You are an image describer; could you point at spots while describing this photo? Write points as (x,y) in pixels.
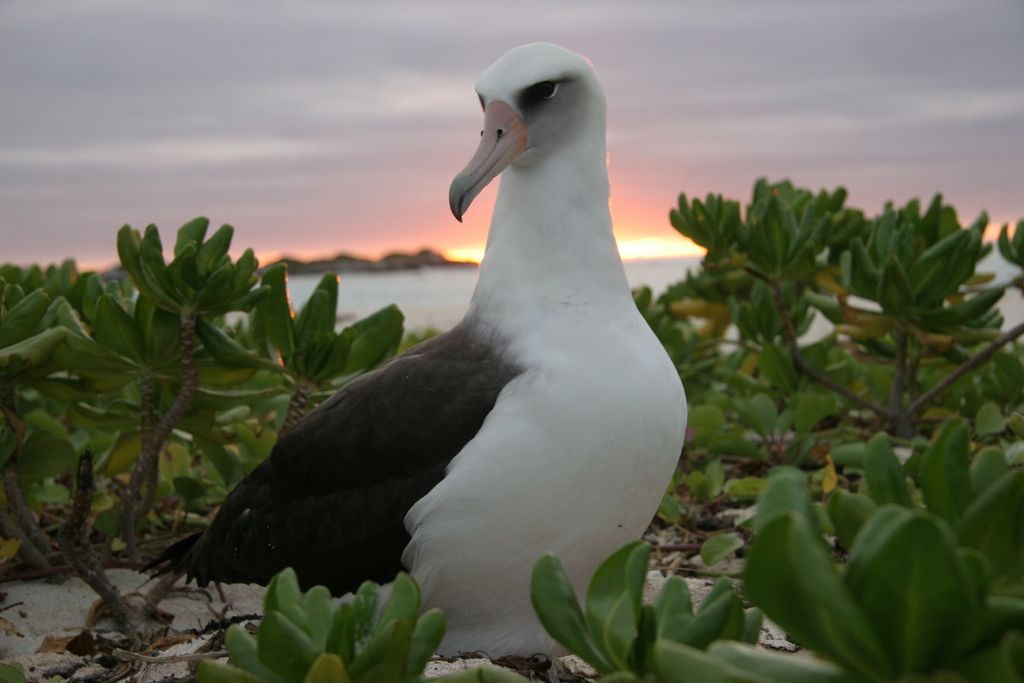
This image is taken outdoors. At the top of the image (356,154) there is the sky (746,113) with clouds (913,145). In the background (392,264) there are a few hills (376,266). In the middle of the image (473,340) there is a bird (484,467) on the ground (649,586). There are many plants (711,425) with leaves (119,361) and stems (92,462).
